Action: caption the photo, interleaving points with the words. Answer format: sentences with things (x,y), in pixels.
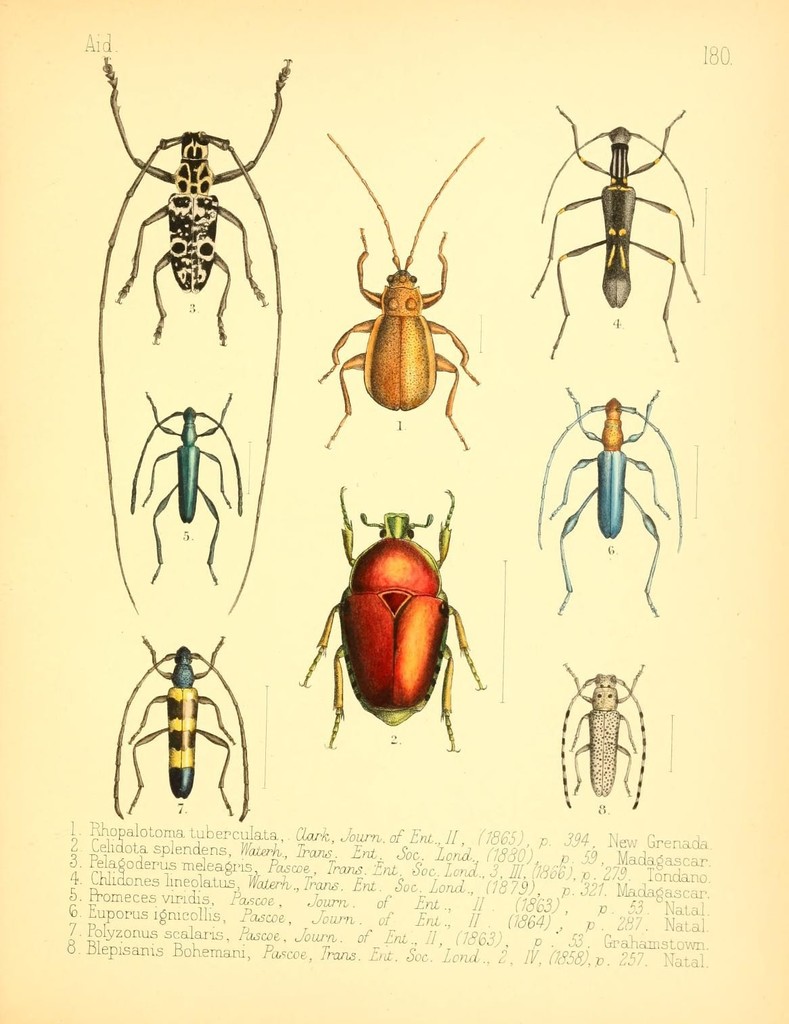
In this image we can see a paper (511,839) and on the paper (622,375) we can see some insects (404,656) in different colors. We can also see the text (341,872) with the numbers (73,847).
